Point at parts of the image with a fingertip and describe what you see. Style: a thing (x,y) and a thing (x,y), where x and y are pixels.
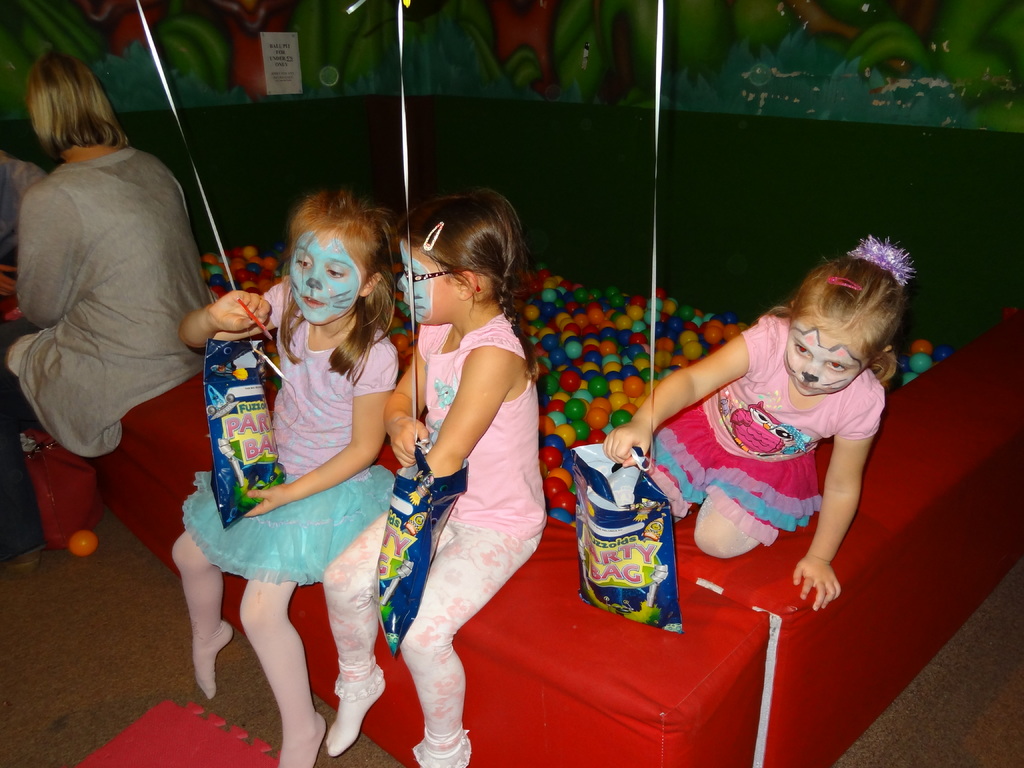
In the image few people (344,401) are sitting and holding some blue color bags (245,379). Behind them there are some balls (602,438). Top of the image (204,66) there is wall (171,140), on the wall (683,27) there is painting (315,24).
